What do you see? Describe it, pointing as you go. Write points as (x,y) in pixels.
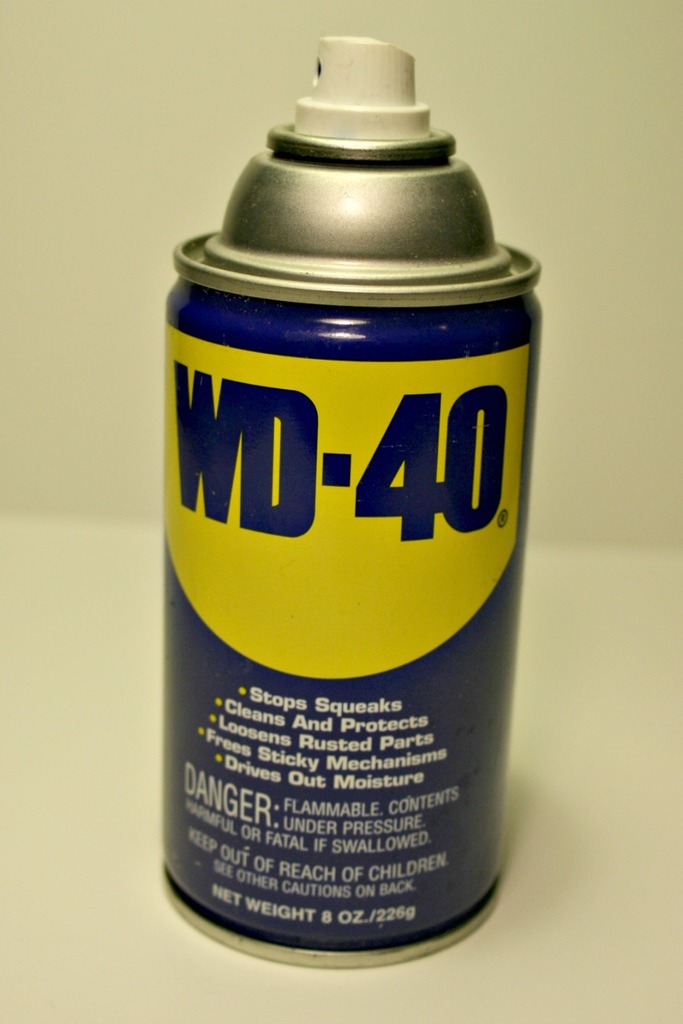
This image consists of a spray can (281,513) on which there is a text (298,812). It is in blue and yellow color. In the background (531,218), we can see a wall (56,326).
